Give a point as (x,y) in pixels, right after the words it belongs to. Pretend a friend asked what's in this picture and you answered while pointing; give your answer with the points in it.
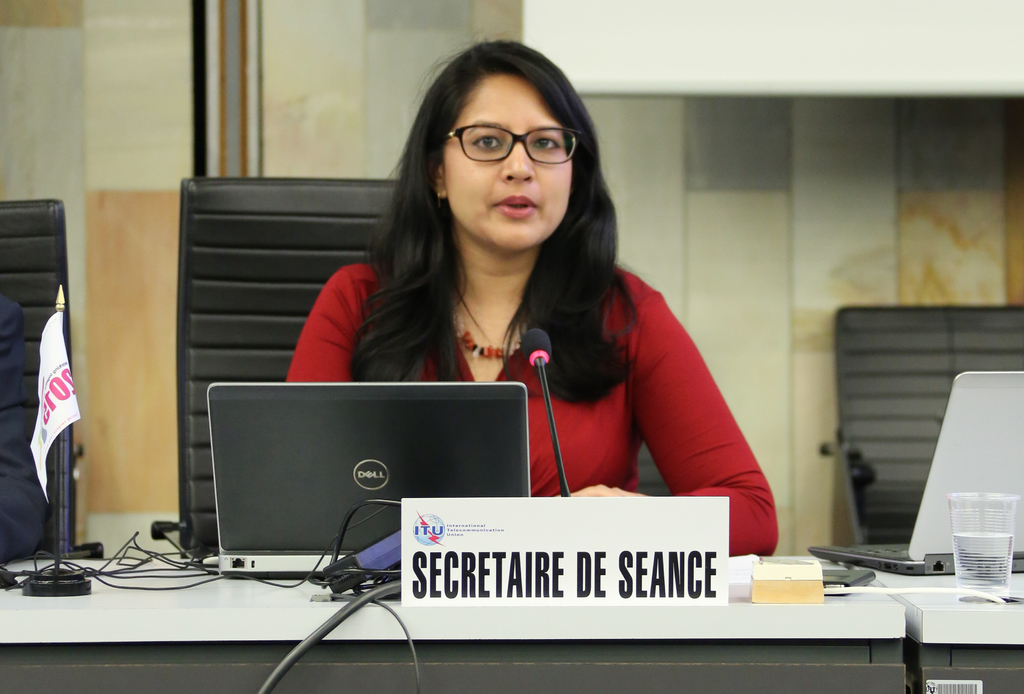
In the picture there is a woman (632,383) wore red dress (604,428) sat on chair (257,312) talking on mic (541,345). There is laptop (365,414) in front of her on a table (430,623). At the background (139,227) wall (119,84) is made up of tiles (862,206). There are glass (992,560), laptop (939,482), wires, flag (55,404) on the table (562,666).
